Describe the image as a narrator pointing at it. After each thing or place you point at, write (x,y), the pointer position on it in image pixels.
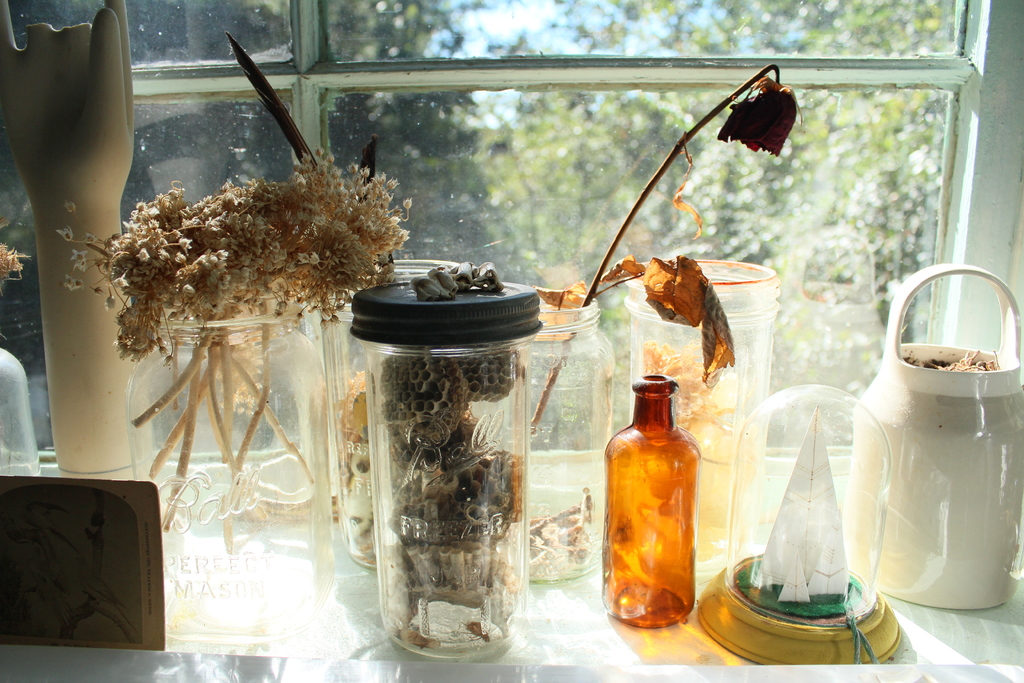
There are some glass jars (459,444) and some dried particles (311,238) are present in them behind them there is a glass window (547,220), outside the window (495,148) there are number of trees (711,155).
